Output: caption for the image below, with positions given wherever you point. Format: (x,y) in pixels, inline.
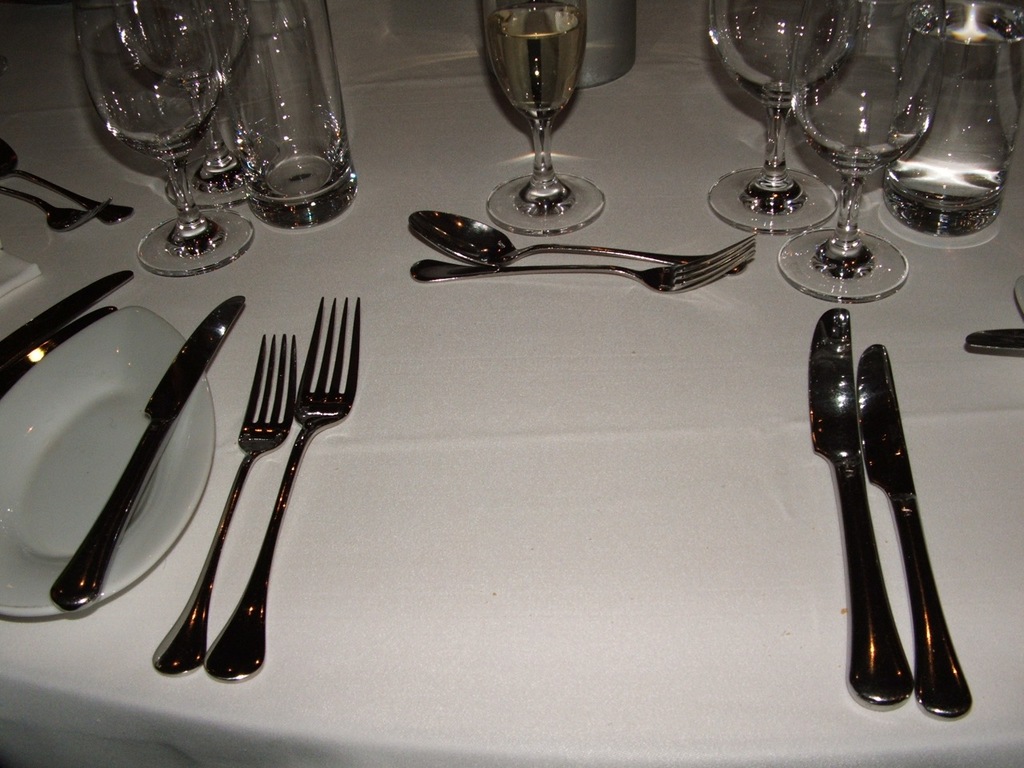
In this image there is a table (448,652) with a table cloth (448,652), a few knives (162,441), spoons (121,216), forks (306,375), glasses (154,59), bottles (596,57), a tissue paper (33,274) and a plate (37,473) on it.
